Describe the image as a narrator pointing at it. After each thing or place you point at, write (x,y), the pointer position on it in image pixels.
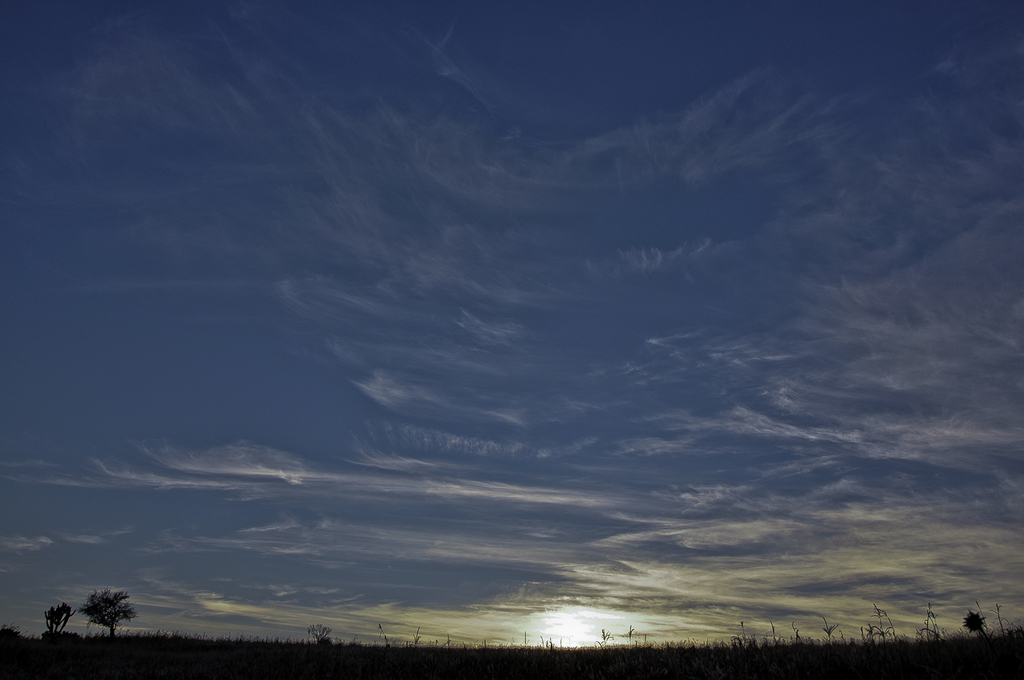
This picture is clicked outside the city. In the foreground (974,657) we can see the trees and some other objects (563,666). In the background (672,329) there is a sky (660,611).
